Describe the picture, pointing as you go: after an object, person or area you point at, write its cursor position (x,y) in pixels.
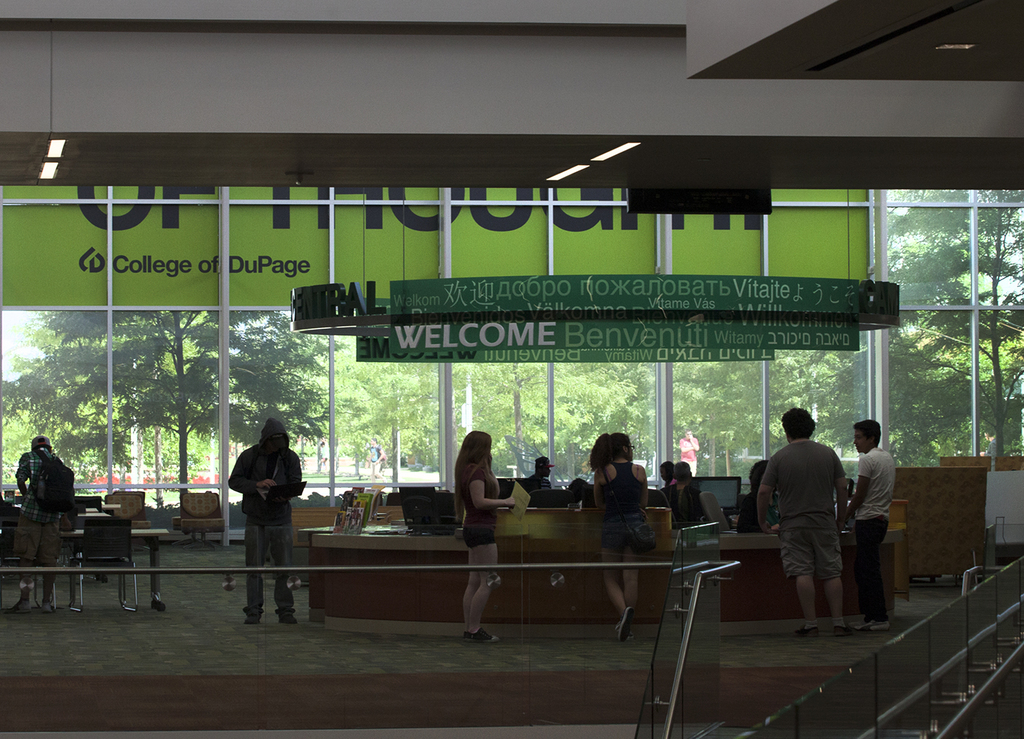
As we can see in the picture that this is internal part of the building (457,143). Where many people (471,492) are standing and working on the systems (704,485). There are chairs (96,539) for people (256,590) to sit on it. This is a floor (290,687) and outside of the windows (172,372) there are many trees (207,391) and people (377,451) are walking around.
